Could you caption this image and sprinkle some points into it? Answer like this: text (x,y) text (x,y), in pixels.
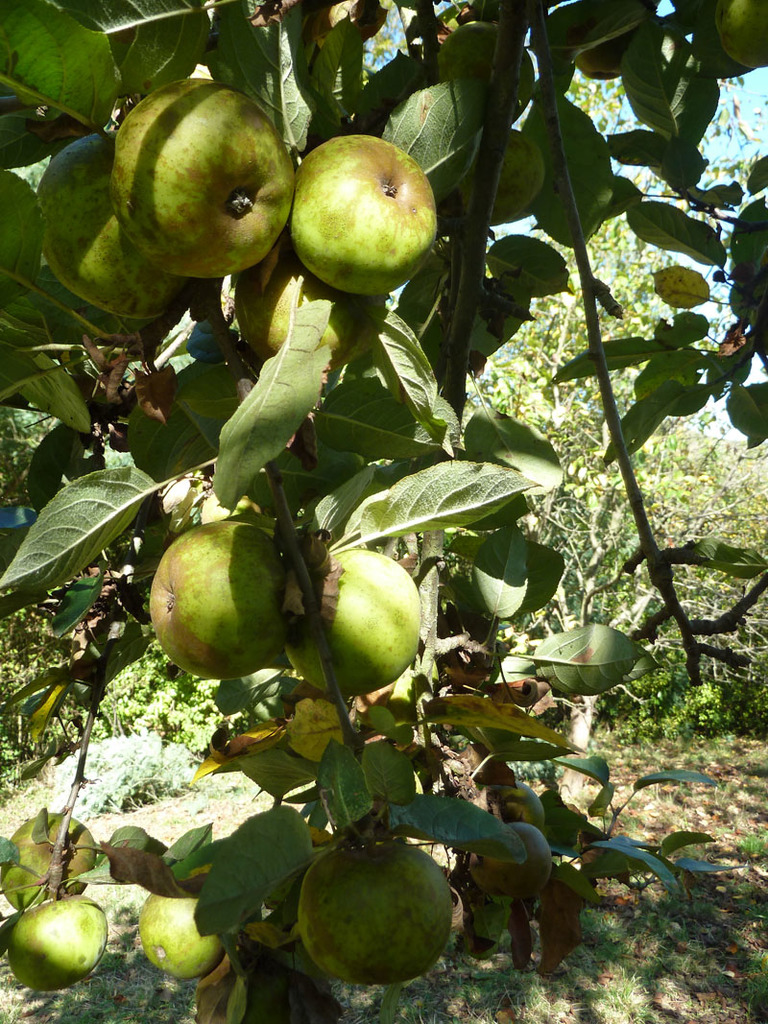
In this image I can see the fruits (176,580) to the plant (174,492). In the background (656,518) I can see few more plants (626,507) and the sky (622,118).
